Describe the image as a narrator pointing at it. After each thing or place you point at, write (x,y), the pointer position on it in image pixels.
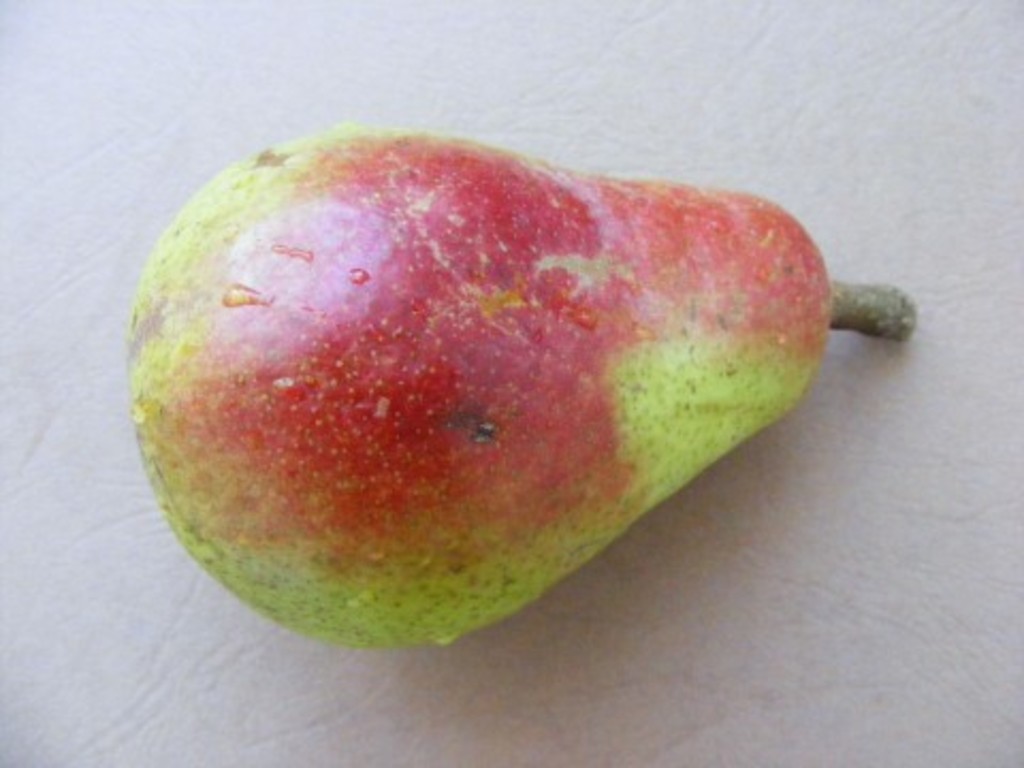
In this image we can see a pear (438,564) which is placed on the surface (576,600).
